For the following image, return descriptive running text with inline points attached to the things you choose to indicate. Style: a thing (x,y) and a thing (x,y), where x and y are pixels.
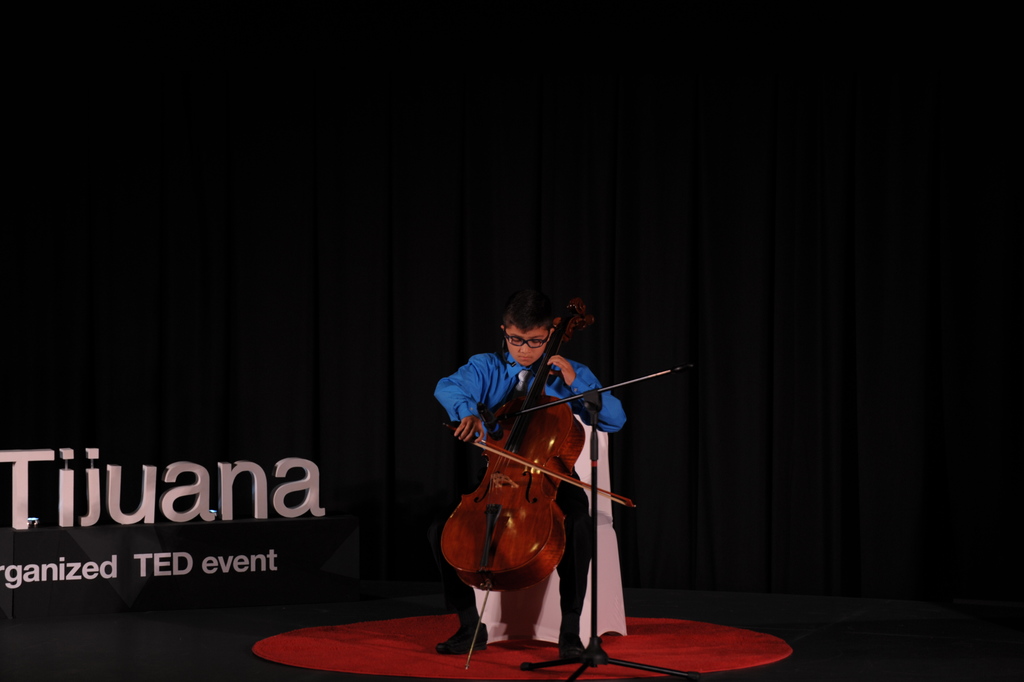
In this image child (573,535) is sitting on the chair (609,530) and playing a cello (520,436) on the stage (428,589). At the back side (370,327) there is a curtain (410,267). There is a board (72,577) organised by TED event.
